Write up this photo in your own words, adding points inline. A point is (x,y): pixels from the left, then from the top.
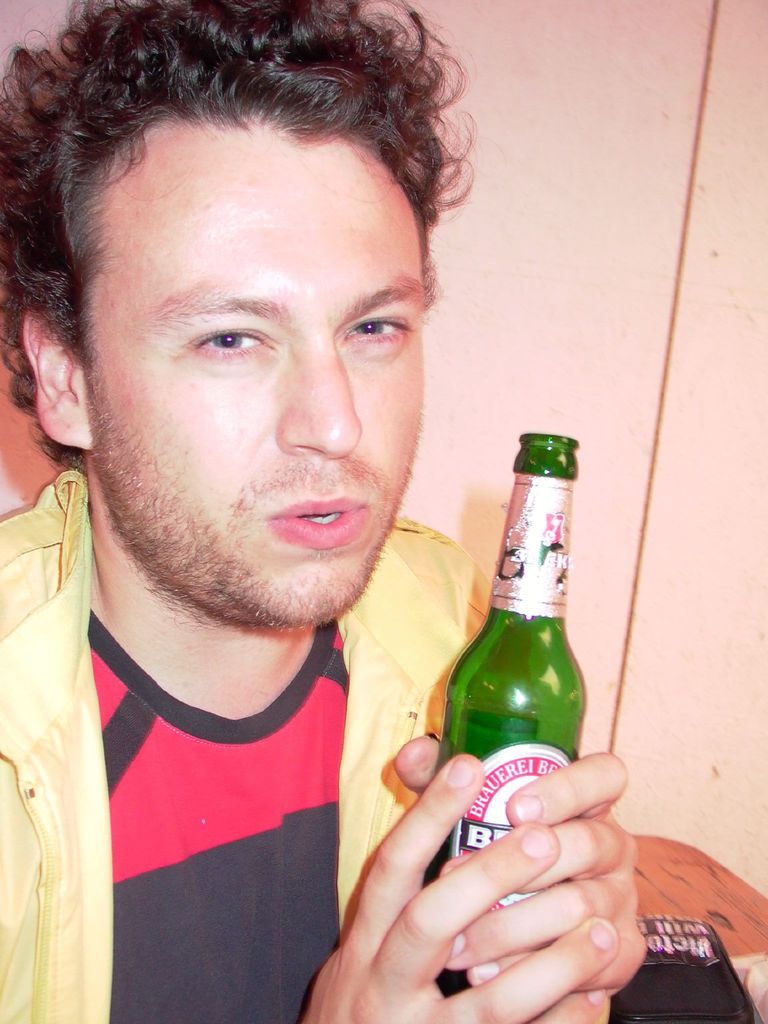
In this image I see a man (33,517) who is holding a bottle (451,728), which is of green in color and on the bottle (565,453) I see stickers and few words (545,765) on it, I can also see this man (431,527) is wearing a yellow shirt (67,532) and a t-shirt (213,812) in it. In the background (8,40) I see the wall (745,85).
